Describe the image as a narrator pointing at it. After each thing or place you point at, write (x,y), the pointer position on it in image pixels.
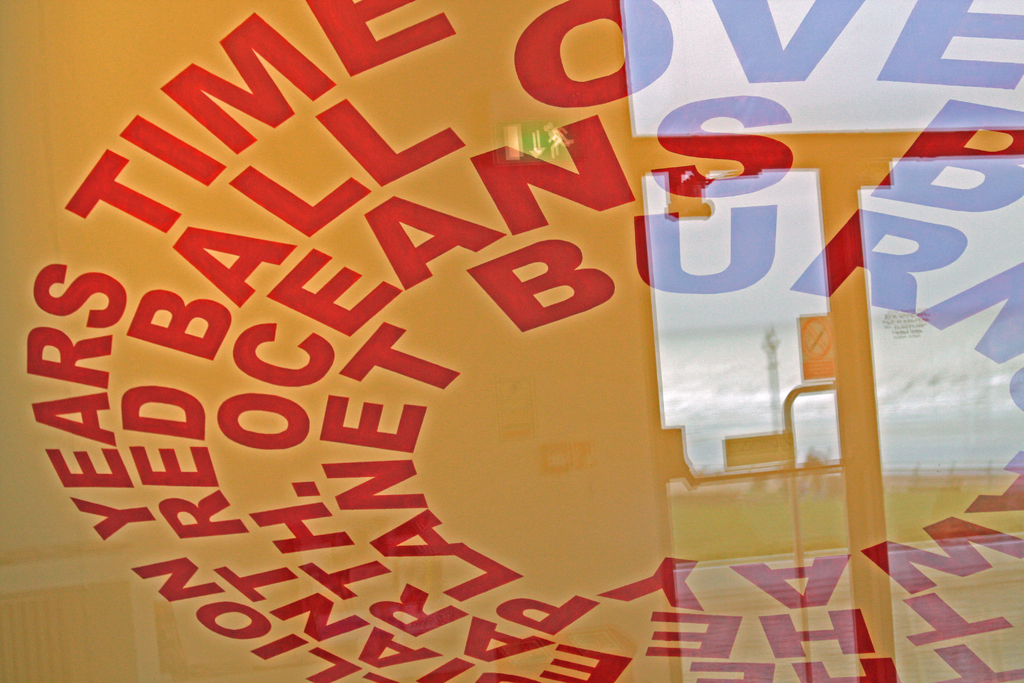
In the center of the image (609,344) we can see board (226,506) and some text (246,533) on it.
